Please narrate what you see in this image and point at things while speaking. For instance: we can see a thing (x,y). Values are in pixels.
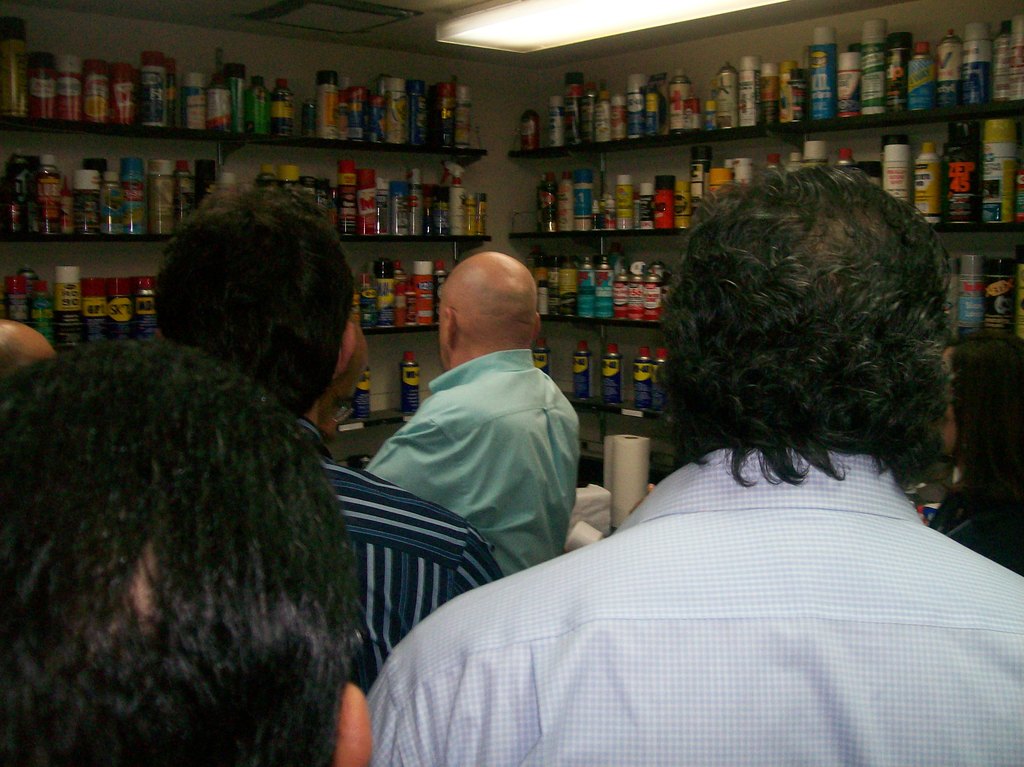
In this image there are people (241,430). In the background of the image (151,99) there are bottles (416,114) arranged on a shelf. At the top of the image (516,23) there is a ceiling (823,6) with lights (459,35).
